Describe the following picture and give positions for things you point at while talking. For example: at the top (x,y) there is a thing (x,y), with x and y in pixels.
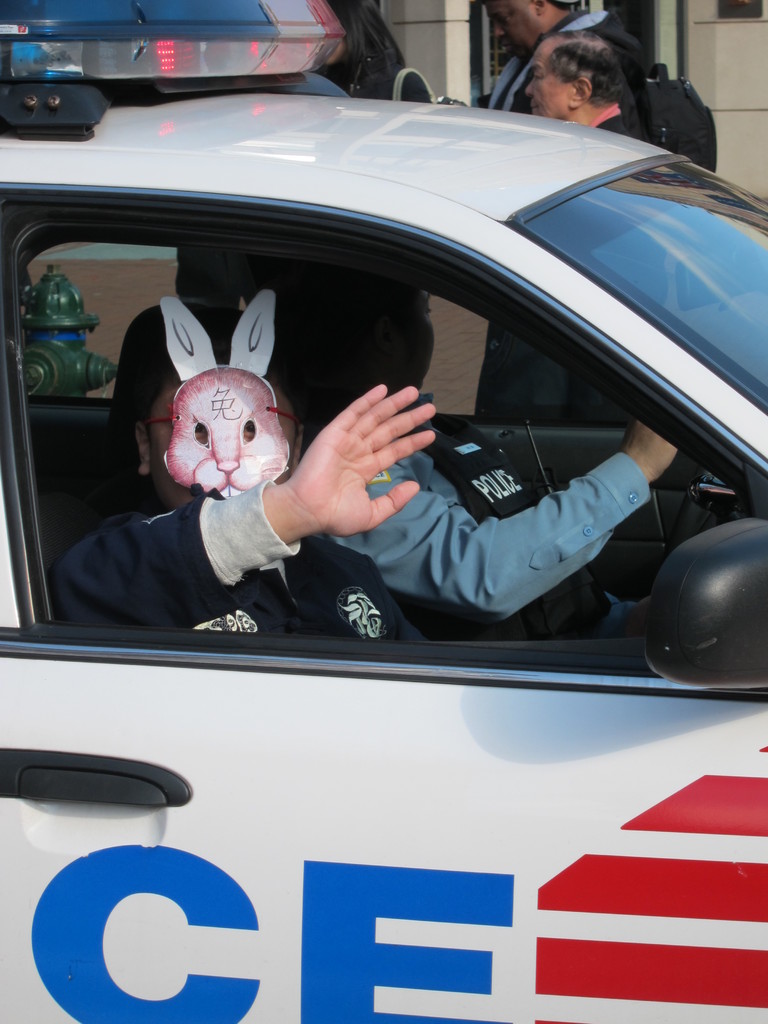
In this image we can see a policeman (463,469) and at the background of the image (551,91) there are persons (494,90) standing.
